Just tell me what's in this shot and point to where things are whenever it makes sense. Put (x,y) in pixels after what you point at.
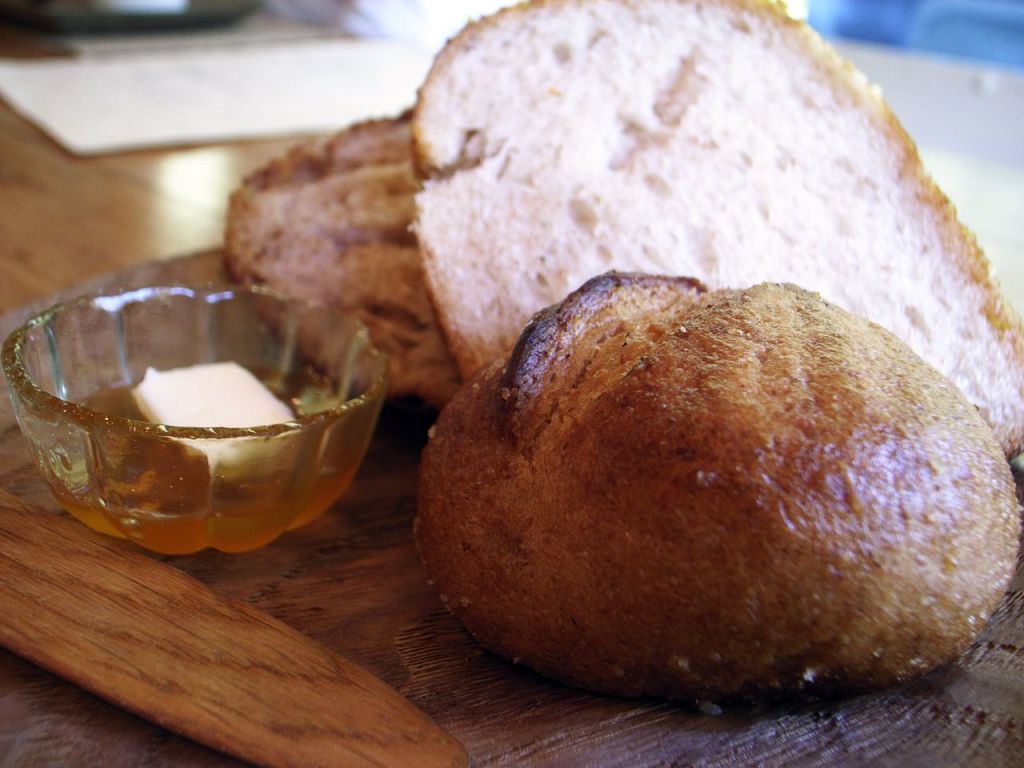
In this image there is food (617,398) in the center (454,316) and there is a bowl (229,460) inside the bowl (246,478) there is a butter (190,396) and the background (31,183) is blurry.
